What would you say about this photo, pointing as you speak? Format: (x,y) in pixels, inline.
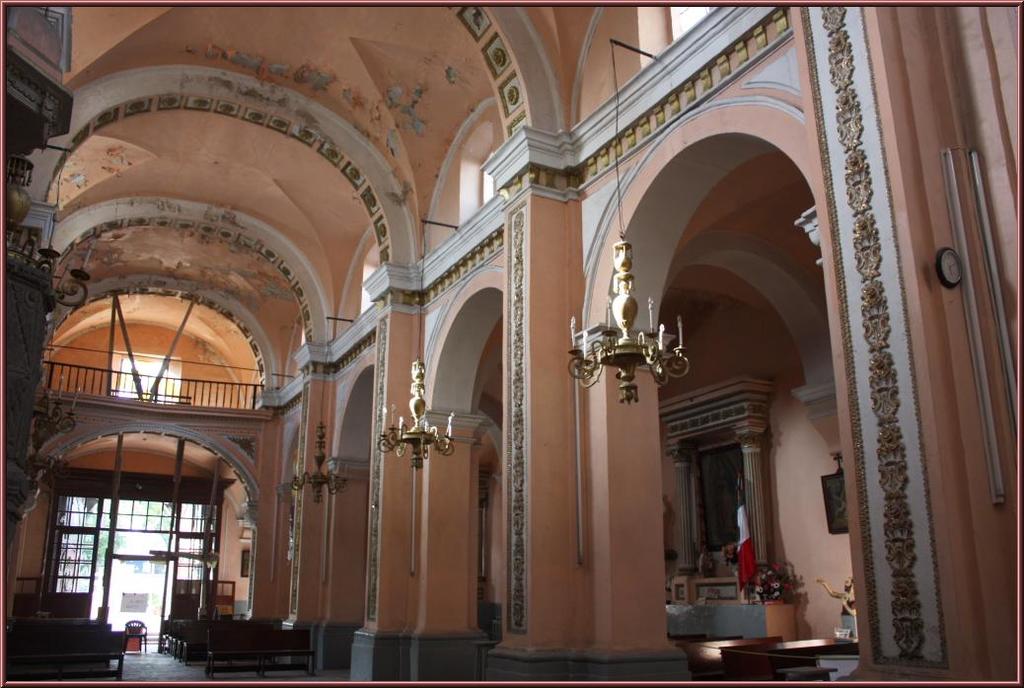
There is a building (433,484). It has chandeliers (421,370) and benches (10,644).
